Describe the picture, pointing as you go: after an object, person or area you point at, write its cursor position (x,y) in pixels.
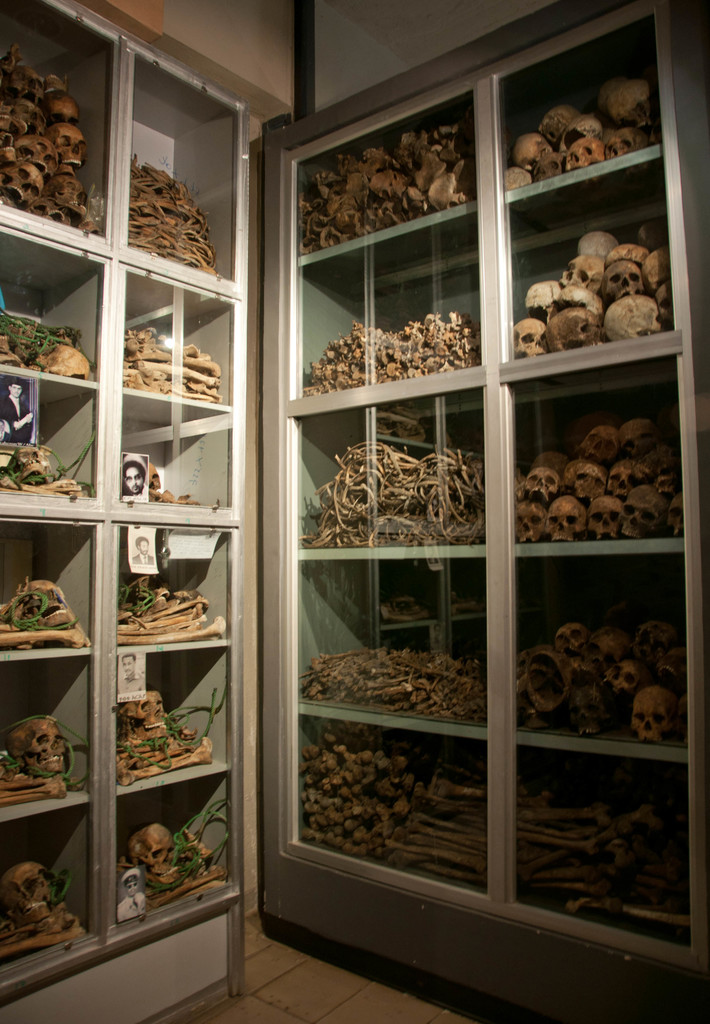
In this image we can see the skulls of human body (378,763) placed in the cupboards (439,303).
